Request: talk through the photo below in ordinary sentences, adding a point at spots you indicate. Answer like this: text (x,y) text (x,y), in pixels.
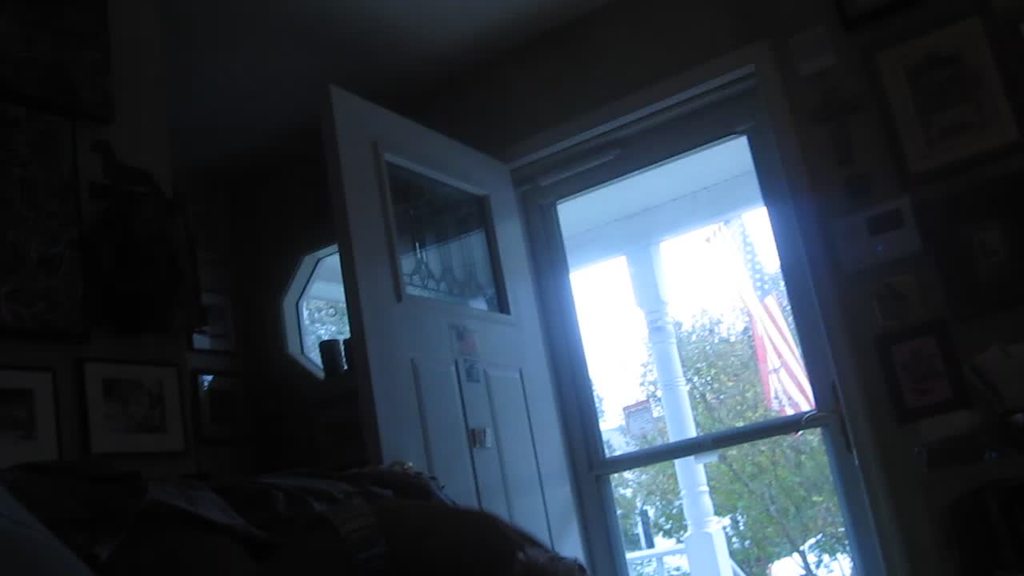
In this image we can see a door (410,214). There are photo frames (935,131) on the wall (918,189). At the top of the image (353,58) there is ceiling (362,23). In the background of the image (724,336) there are trees (778,468), flag (770,379) and buildings (628,410).
